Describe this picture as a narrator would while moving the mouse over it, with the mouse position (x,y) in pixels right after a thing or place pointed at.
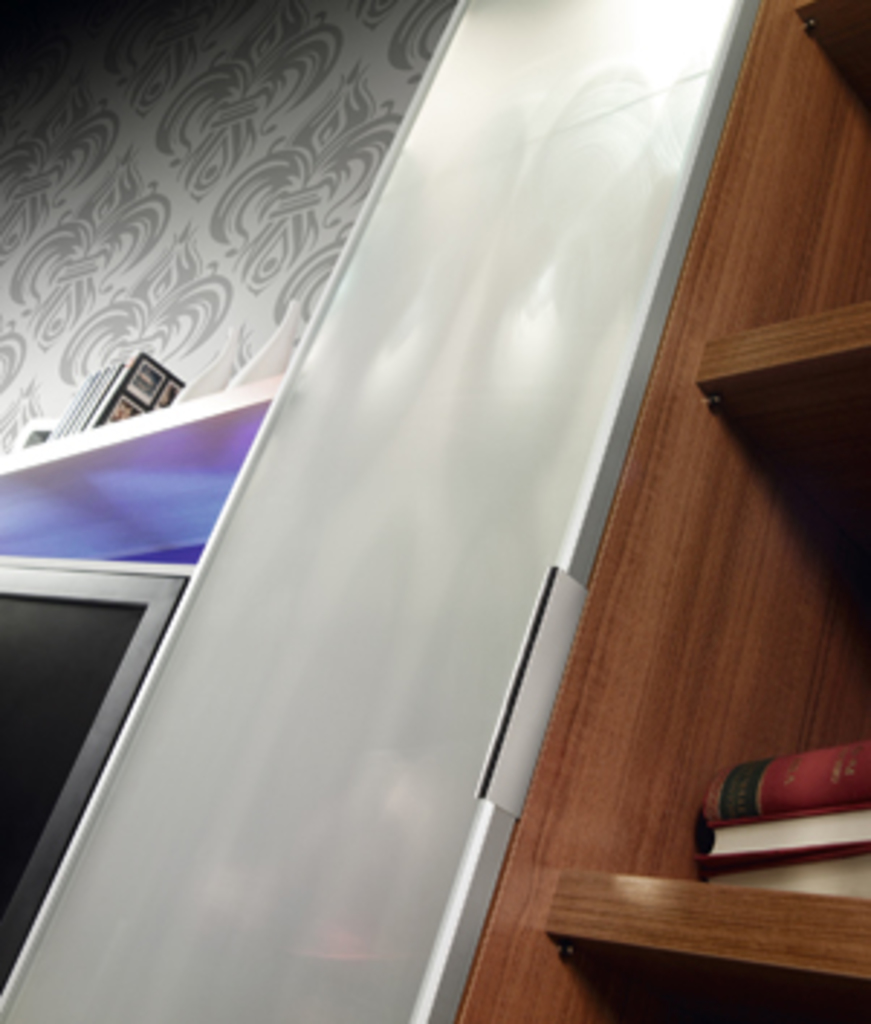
In this picture I can see there is a bookshelf (683,910) and a decorated wall (254,256).
